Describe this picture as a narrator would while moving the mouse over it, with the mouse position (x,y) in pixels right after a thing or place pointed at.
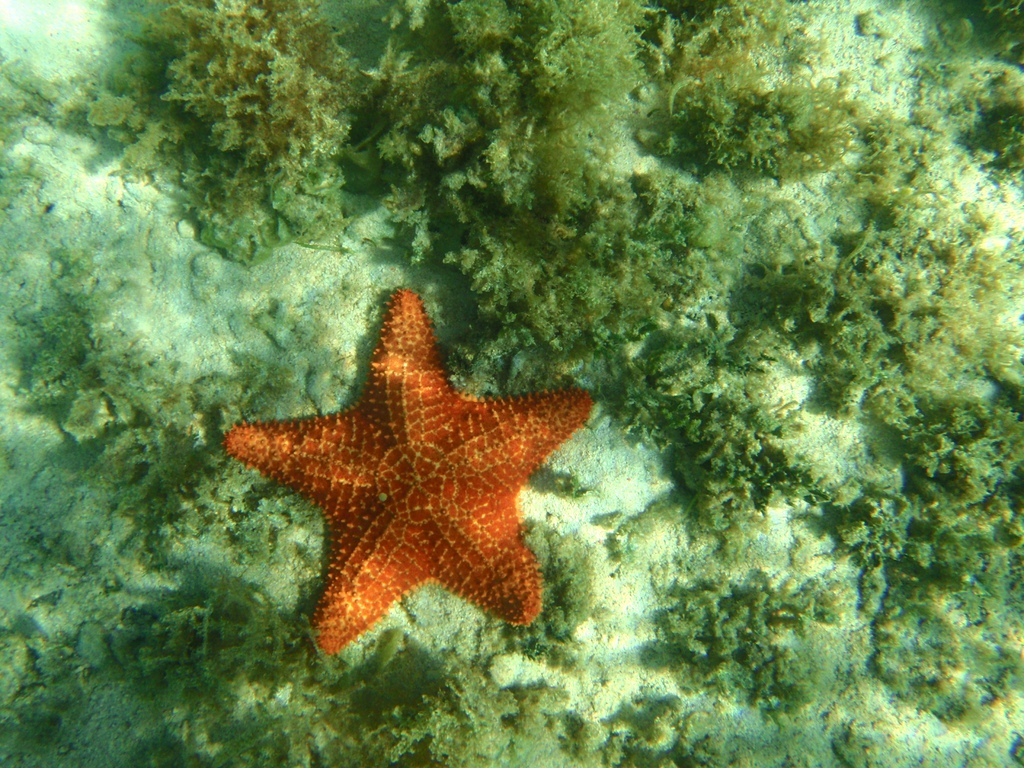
This is a picture inside the water (333,437). In the center of the picture (396,441) there is a starfish (384,404). In this picture there are water plants (213,697) and sand (390,285).
